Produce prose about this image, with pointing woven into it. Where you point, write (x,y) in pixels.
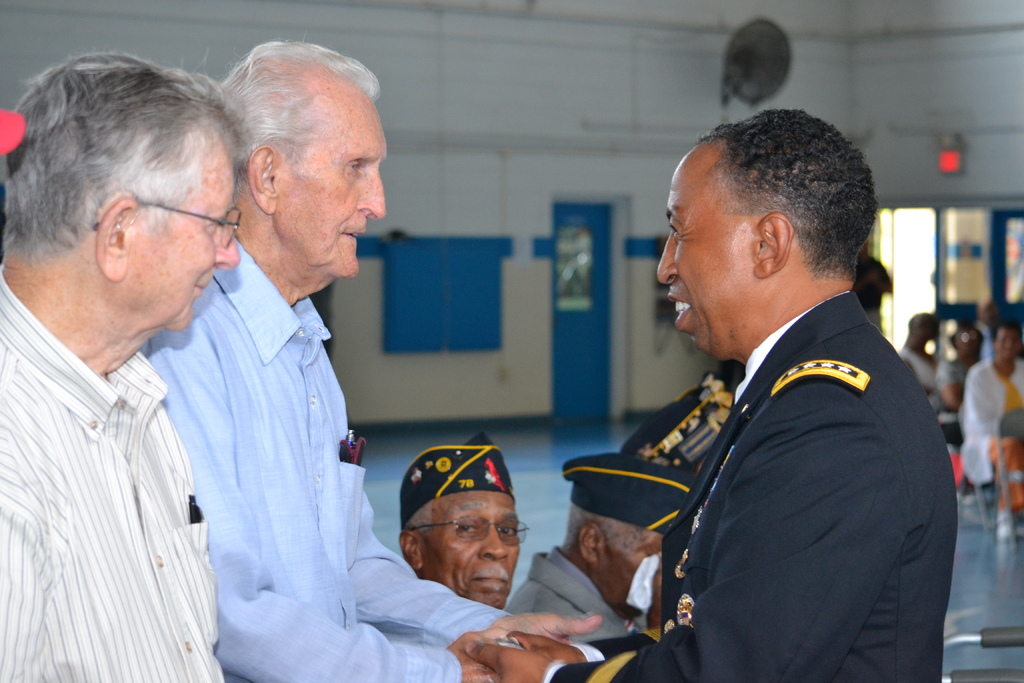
In the foreground of the picture (223,321) we can see people (818,571) shaking hand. In the middle of the picture (638,449) there are people (610,482). In background (970,329) towards right (950,358) there are people (953,344), chairs (1010,436) and door (937,251). In the background (423,80) we can see wall (532,269) and some blue color object (570,320).
